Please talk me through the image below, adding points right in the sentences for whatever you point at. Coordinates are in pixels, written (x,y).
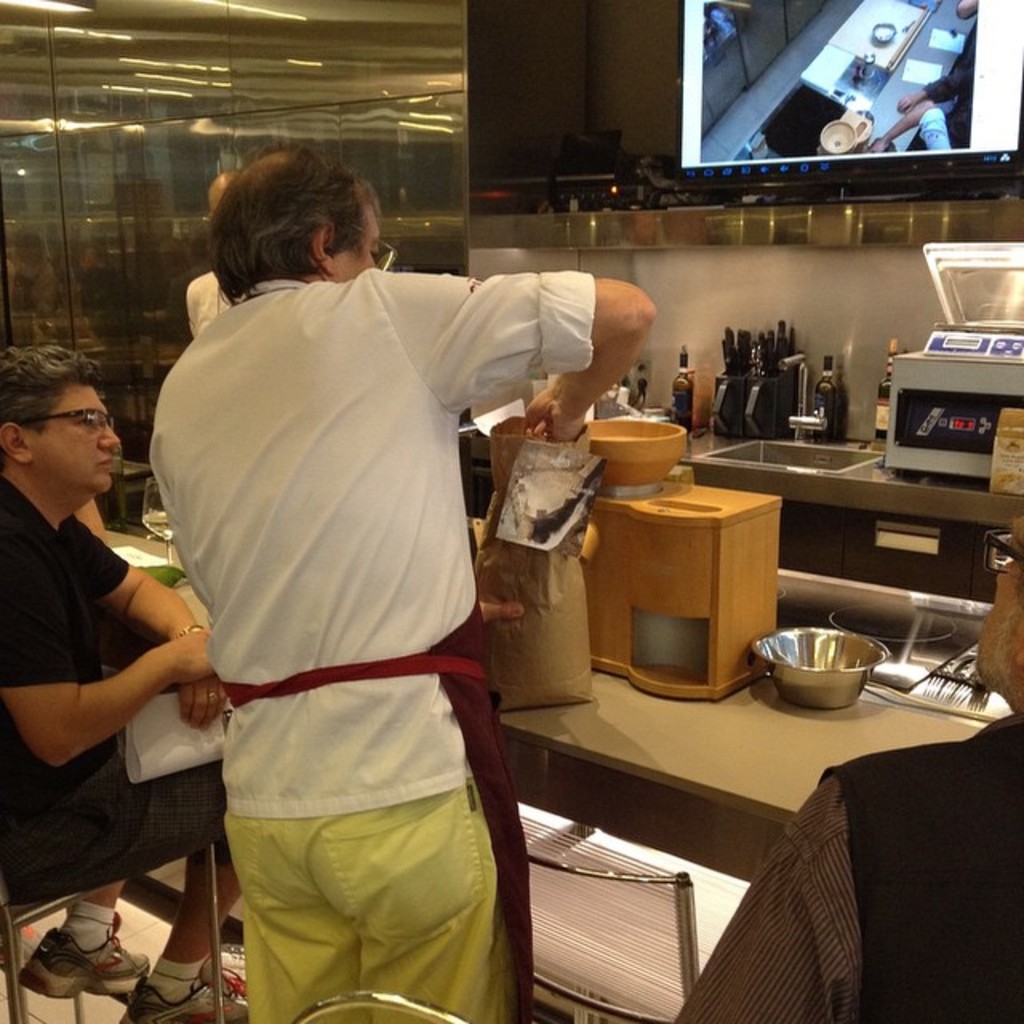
In this image I can see few people (35,848) where a man (24,400) is sitting and another one is standing. In the background (769,429) I can see utensils (718,407) and a screen (892,7).
